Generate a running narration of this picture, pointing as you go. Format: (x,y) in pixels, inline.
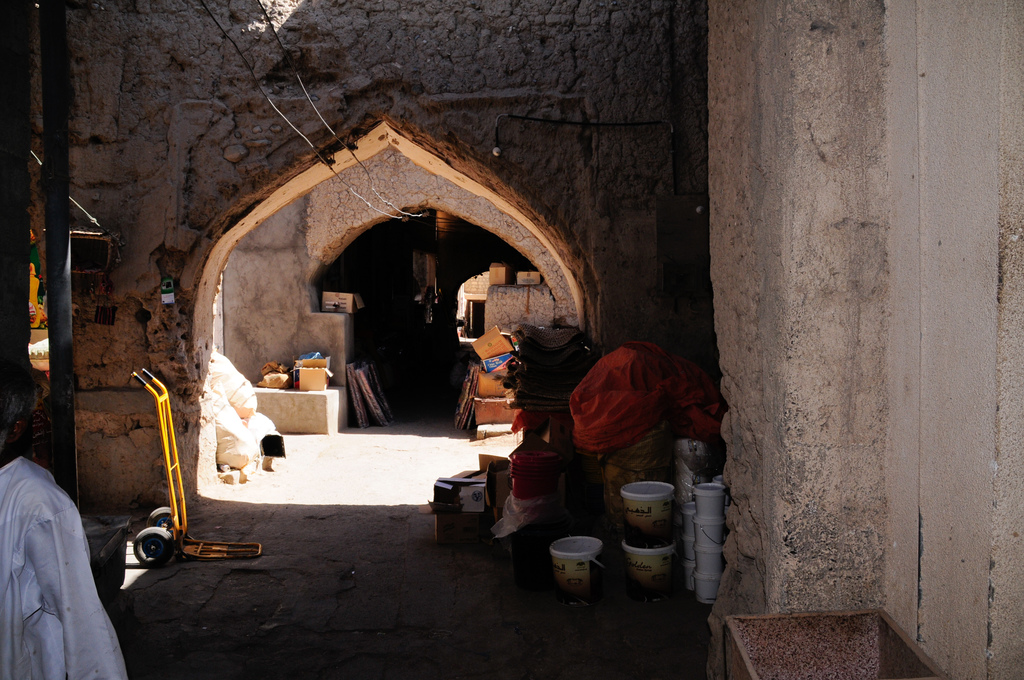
In this image, at the right side (719,535) we can see some buckets (576,580), there are some walls (262,147), at the left side (5,558) there is a person (6,605) standing.
